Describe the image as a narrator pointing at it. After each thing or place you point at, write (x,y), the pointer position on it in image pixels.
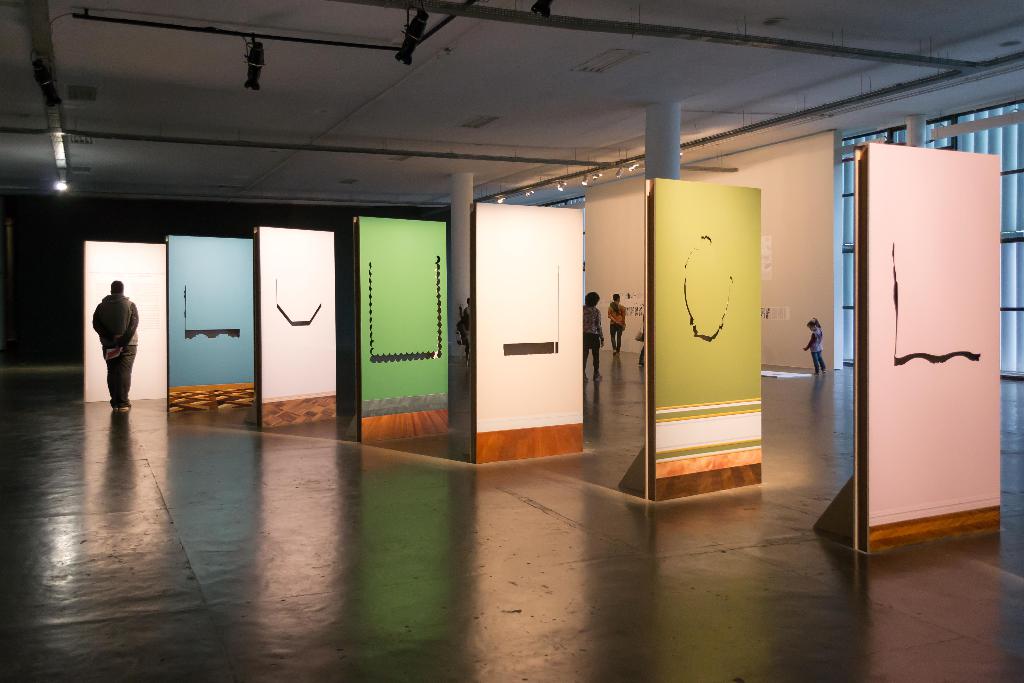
In this picture we can see some people (117,393) on the floor (282,473), lights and in the background (587,268) we can see wall (143,206).
